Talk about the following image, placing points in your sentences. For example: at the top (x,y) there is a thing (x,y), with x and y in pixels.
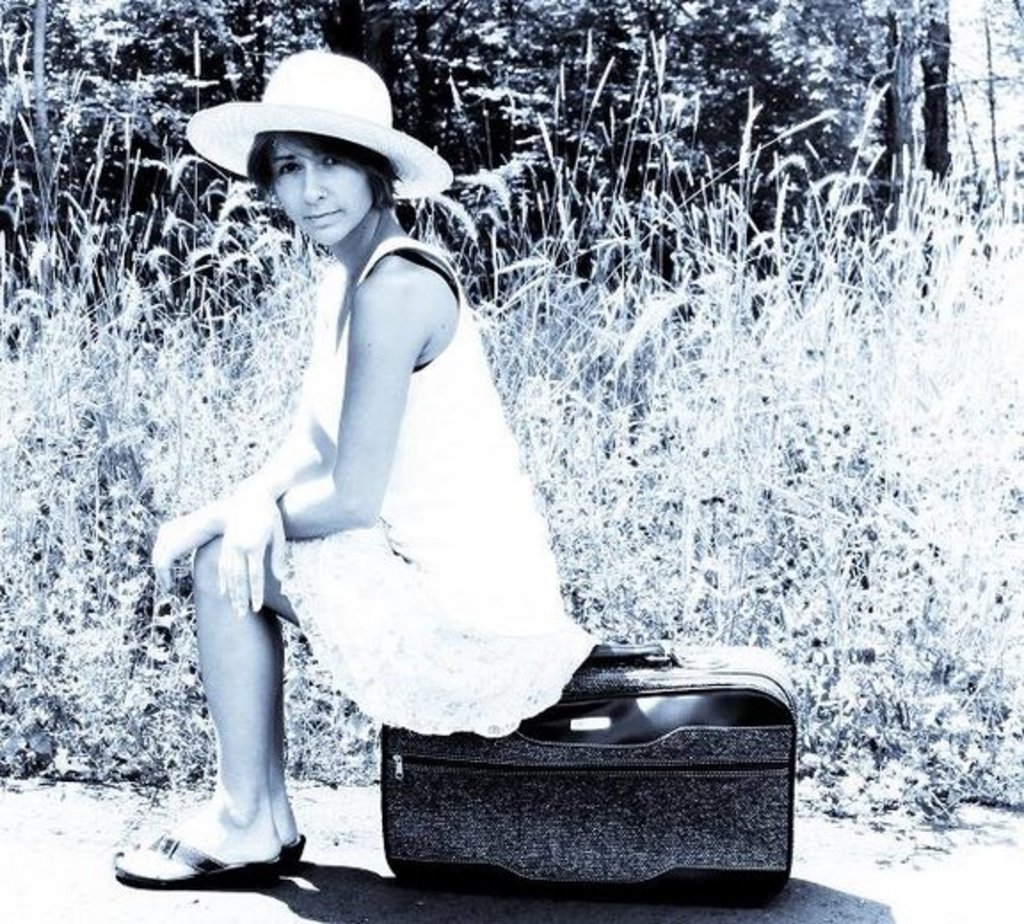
In the center of the image (355,501) there is a lady (473,574) sitting on the briefcase (640,711). She is wearing a white dress (422,421) and a hat (361,124). In the background (657,230) there is a grass (727,313) and trees (553,77).
